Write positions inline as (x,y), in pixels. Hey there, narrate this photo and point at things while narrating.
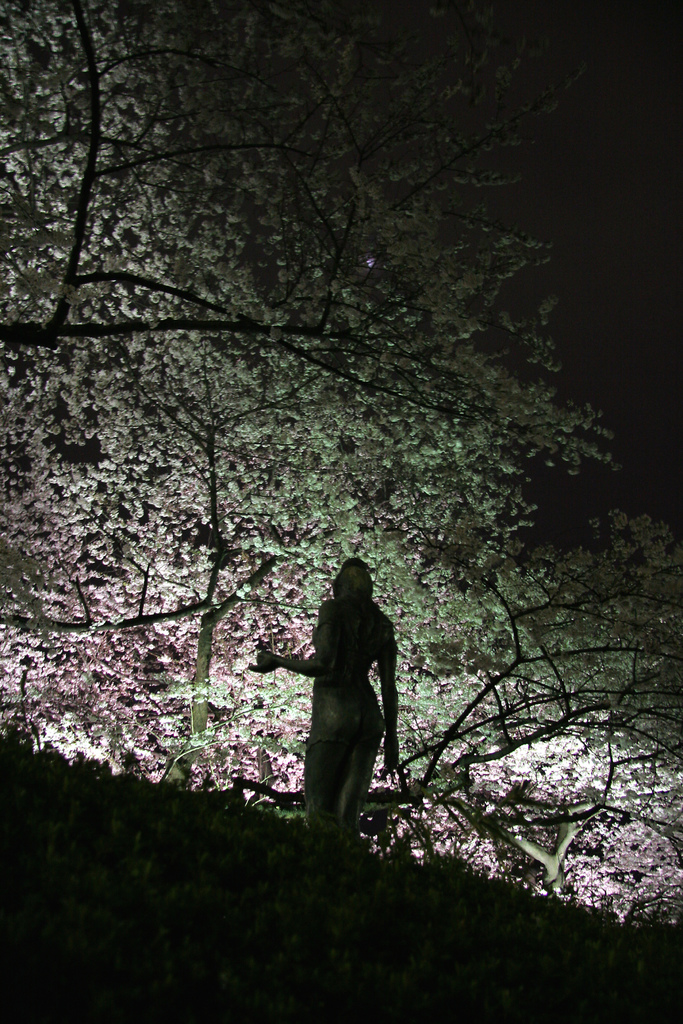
In this image we can see a person sculpture (327,784), we can see trees (457,575) and the dark sky (642,152) in the background (423,577).
